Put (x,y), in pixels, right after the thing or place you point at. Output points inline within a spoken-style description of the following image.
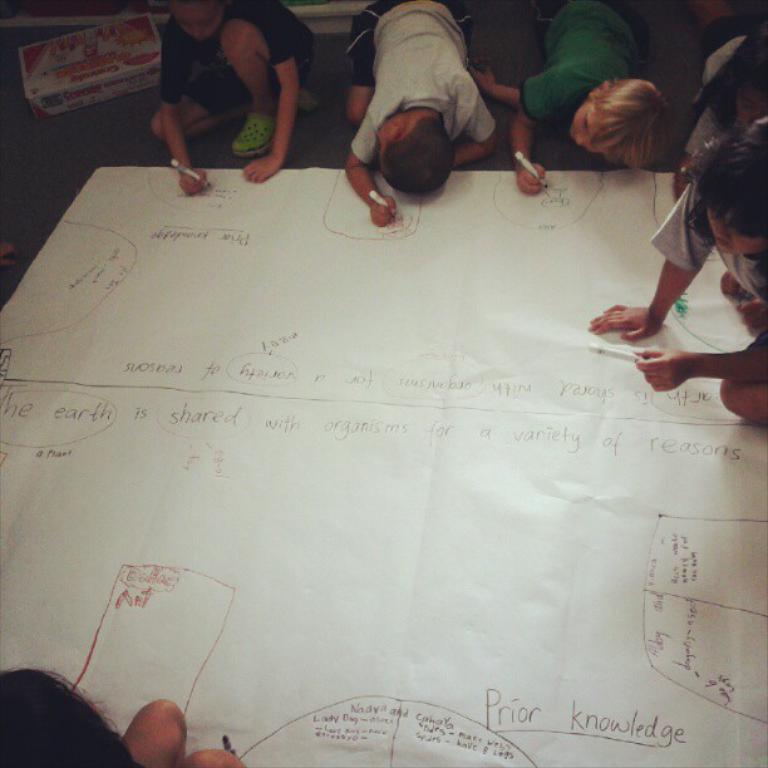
There are few children (637,103) sitting on the floor (62,164) and holding pens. They are drawing on the chart (466,490). This looks like a cardboard box (87,87), which is placed on the floor (54,175). At the bottom left corner of the image (70,706), I can see a person (95,713) sitting.
